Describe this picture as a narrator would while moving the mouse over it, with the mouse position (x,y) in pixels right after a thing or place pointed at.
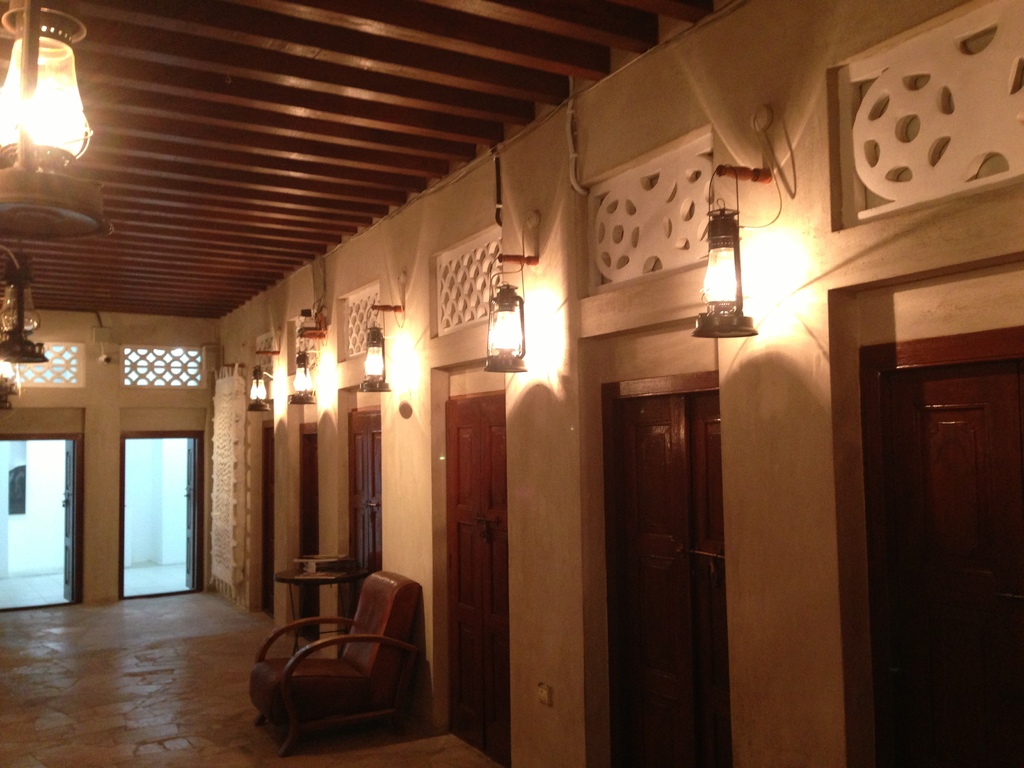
In this image we can see some rooms (585,172) which were closed, to the each room (590,163) there is lamp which is hanged to the wall (544,190), there are ventilators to the each room (647,669), in front of the room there is a chair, we can see two entryways (46,532) to the building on the top of the roof (113,133) there are lamps (57,122) hanging.
